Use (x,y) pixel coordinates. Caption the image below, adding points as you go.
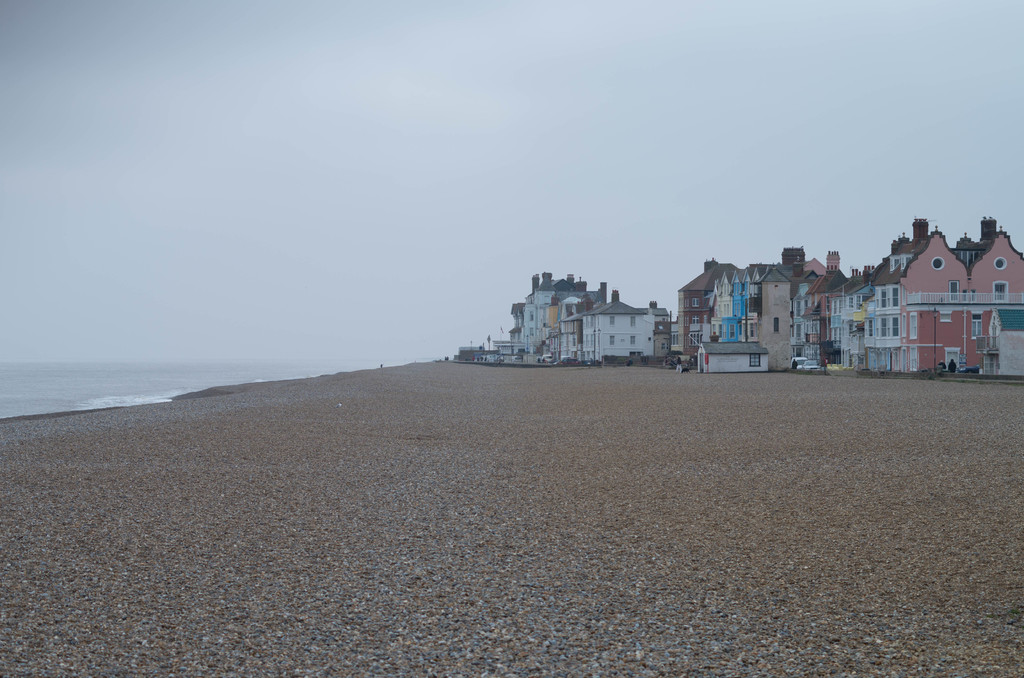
In this image in front (264,660) there are stones (491,546). In the background of the image (561,342) there are buildings (570,319), cars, water (82,371) and sky (404,92).
